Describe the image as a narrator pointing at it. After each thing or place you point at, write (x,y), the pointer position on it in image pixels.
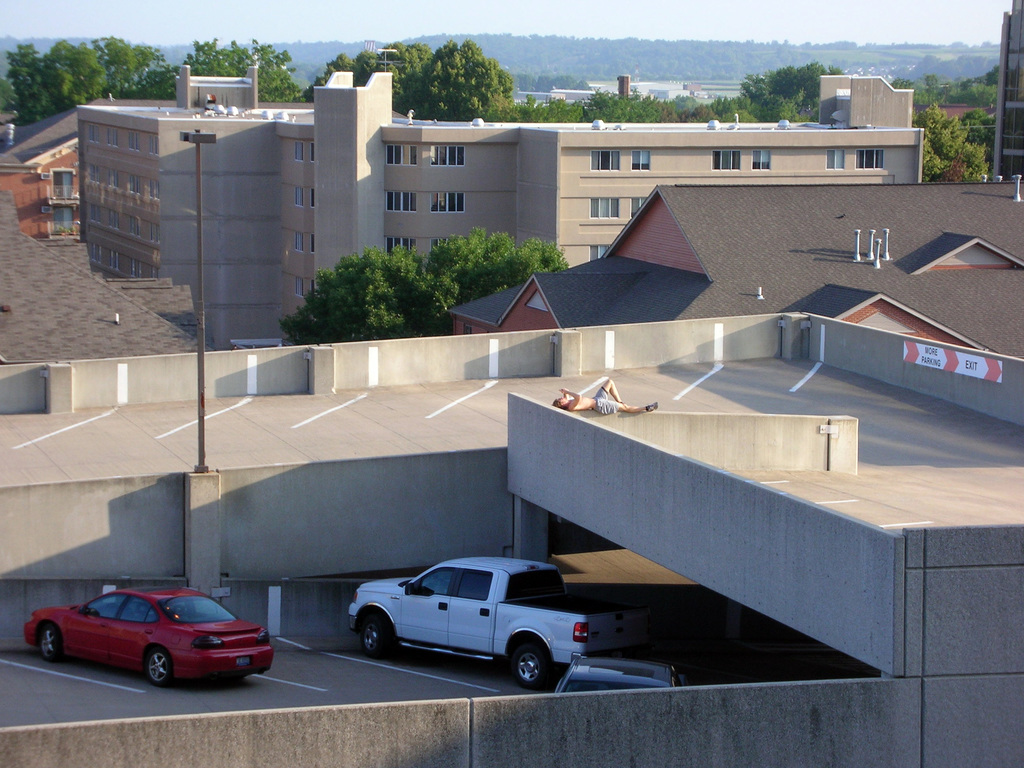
In this image we can see few vehicles (446,616) parked, a person (615,392) is lying on the wall (598,419) and there is an iron pole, in the background (234,294) there are few building (653,156), trees (775,94), mountains (676,57) and sky (739,5).
